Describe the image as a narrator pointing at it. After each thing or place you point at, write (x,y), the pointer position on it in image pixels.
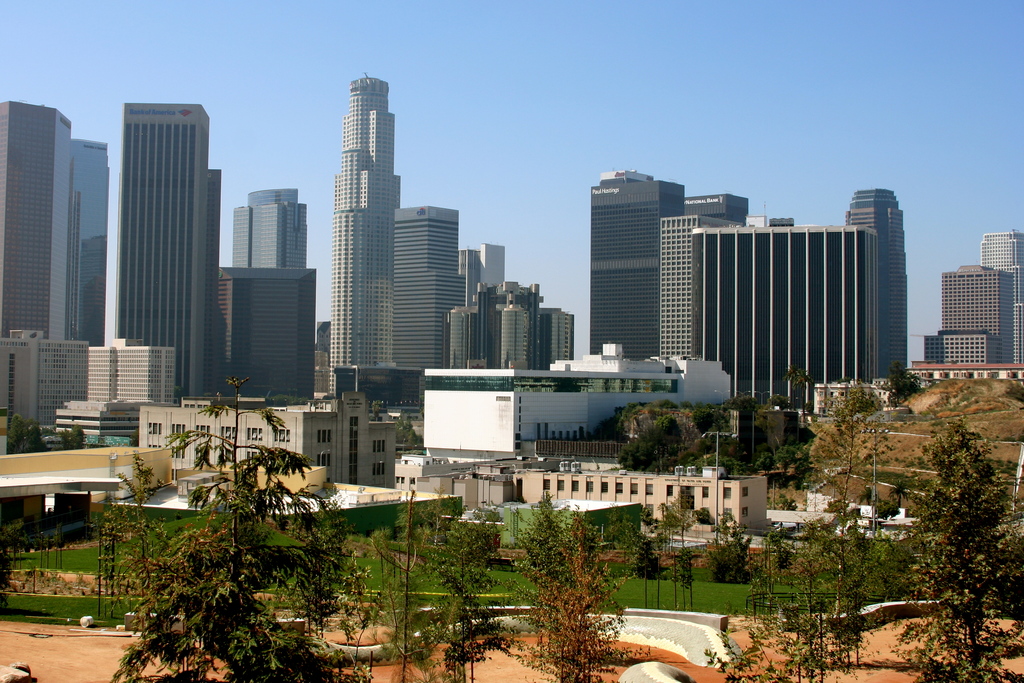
In this image there are buildings (72,381), trees (989,506) and the sky (464,197).
